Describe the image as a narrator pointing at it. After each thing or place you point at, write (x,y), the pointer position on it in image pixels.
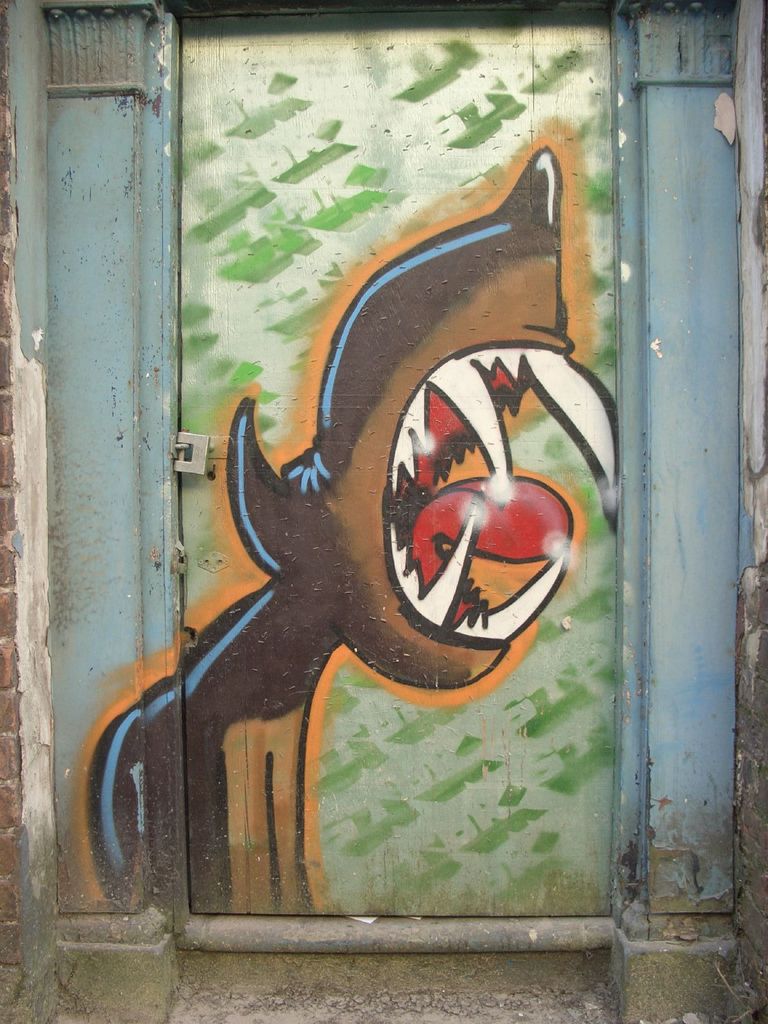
In the image we can see the painting (428,525) on the door (310,486).
